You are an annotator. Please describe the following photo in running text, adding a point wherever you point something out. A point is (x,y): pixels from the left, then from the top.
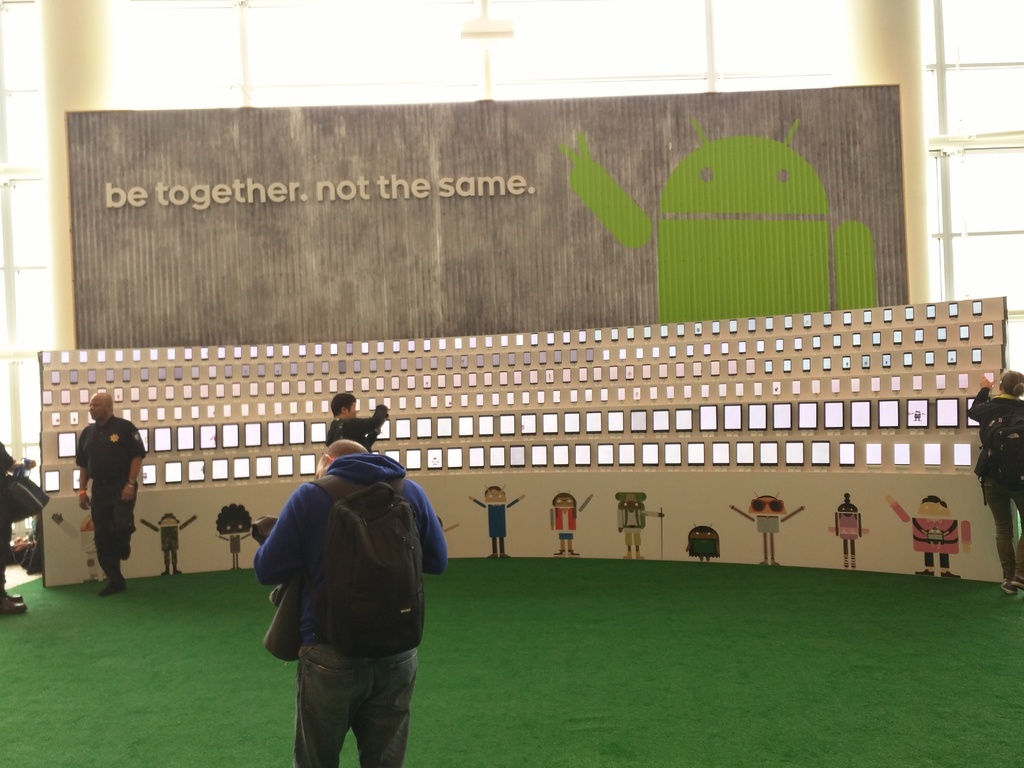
In this image I can see a person (398,482) wearing a back pack (387,616) visible in the foreground (433,569) and I can see there are few persons (350,408) visible in front of the fence (289,397) and on the fence (673,403) I can see cartoon image (775,142) and text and small screens (481,363) attached to the fence (803,385) and I can see poles (872,4) and glass window (442,45) visible at the top (554,81).
